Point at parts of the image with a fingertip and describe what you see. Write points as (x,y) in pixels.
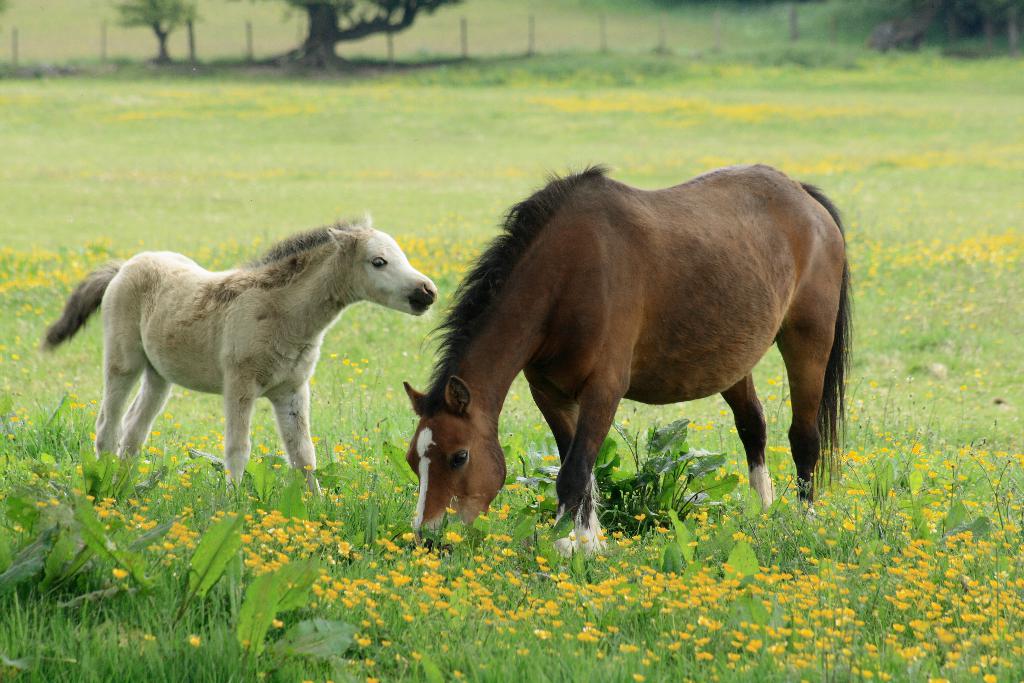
In this picture we can see a horse (629,310) and a foal (296,289) on the grass (378,390), and also we can see few plants (87,524), flowers (387,545) and trees (325,46).
